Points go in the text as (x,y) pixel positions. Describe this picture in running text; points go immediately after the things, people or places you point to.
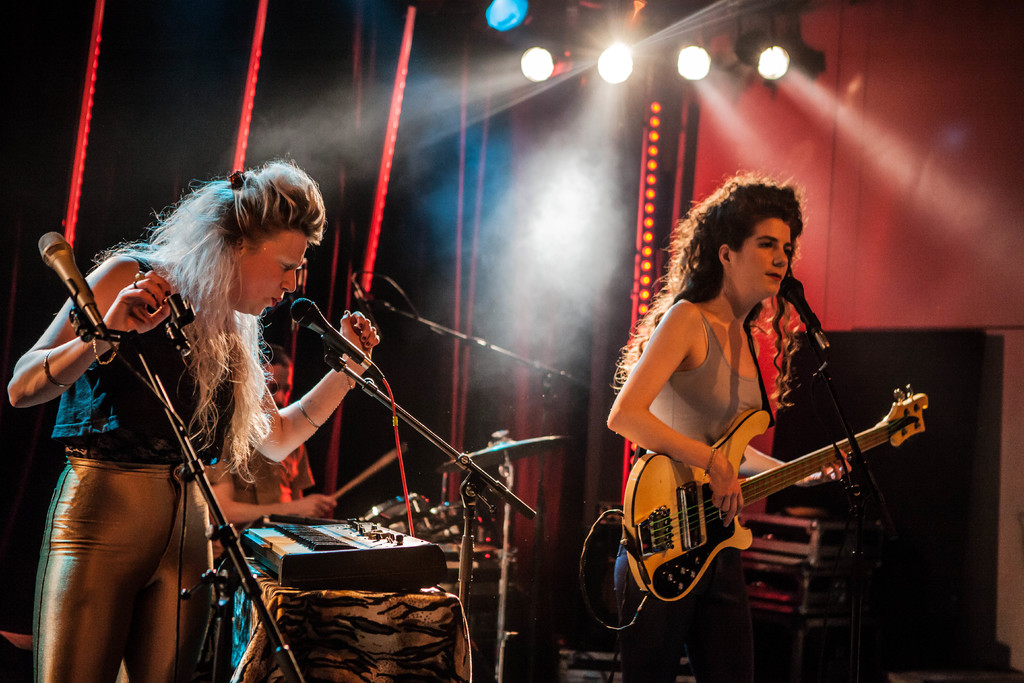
In this picture there are two ladies (684,310), it seems to be they are singing on the stage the lady (783,218) who is standing at the right side of the image (700,258) holding the guitar (698,490) in her hand (721,470) and there is a man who is sitting behind the lady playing the drums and there is spotlight (765,18) on the stage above the image and there is a mic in front of the ladies (694,392).
